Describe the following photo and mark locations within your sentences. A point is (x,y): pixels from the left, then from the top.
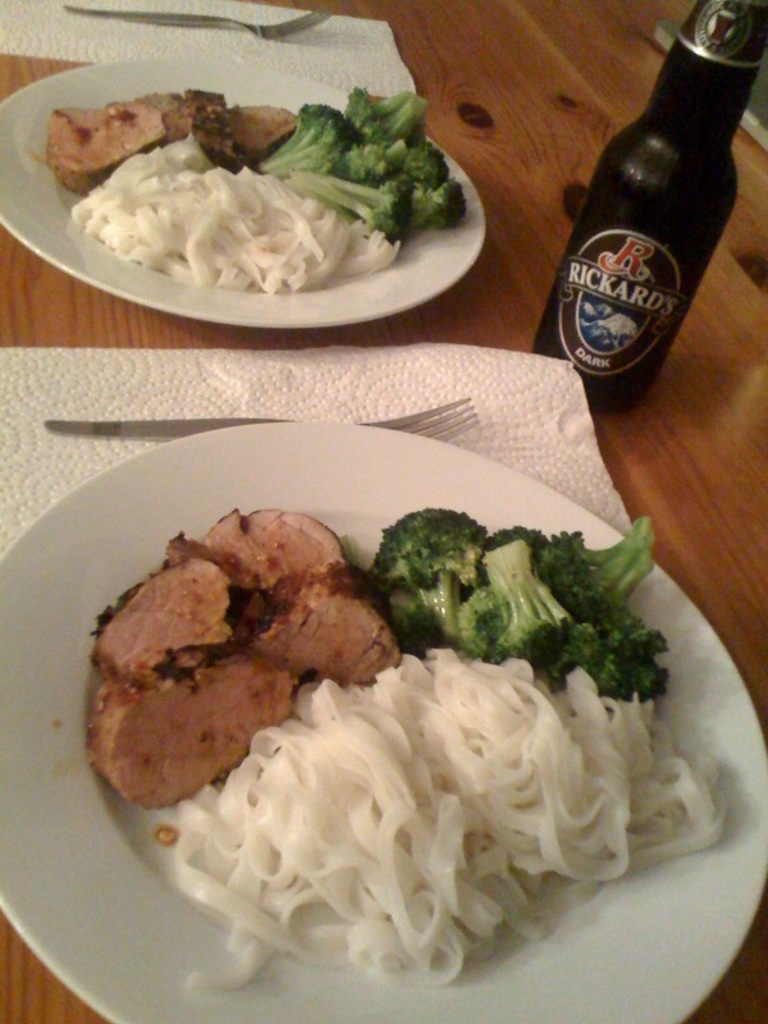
In this image I can see a plate (418,267) and plate (328,260) is kept on table (73,322), on the plate (165,279) I can see food item (209,154) and on the table (698,317) I can see forks (124,12) and tissue paper (86,394) and black color bottle (651,143).
